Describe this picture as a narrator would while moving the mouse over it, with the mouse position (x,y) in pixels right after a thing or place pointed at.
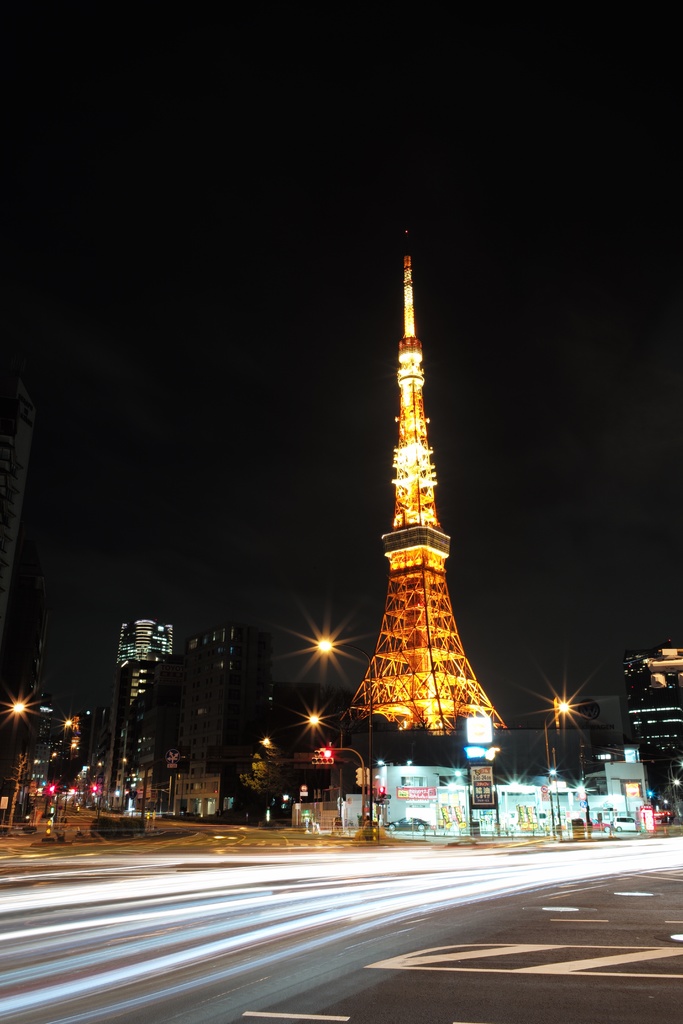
This picture shows few buildings (666,742) and a tower (362,707). We see few pole lights (265,743) and lighting (164,649) to the buildings (202,657) and Tower (425,638) and we see a road (349,878).
